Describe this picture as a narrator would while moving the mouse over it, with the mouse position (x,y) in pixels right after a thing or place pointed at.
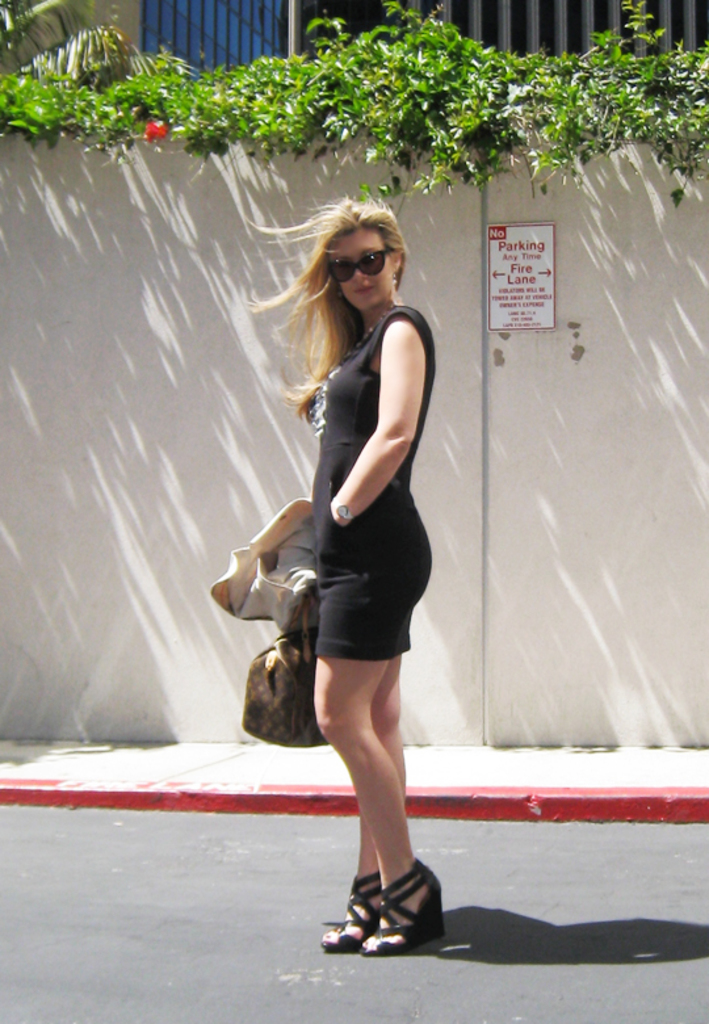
In this picture we can see a woman (332,631) standing on the road (340,831), she is holding a bag (280,675) and coat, behind we can see the wall (160,167) and some plants (323,94), trees (24,53).
